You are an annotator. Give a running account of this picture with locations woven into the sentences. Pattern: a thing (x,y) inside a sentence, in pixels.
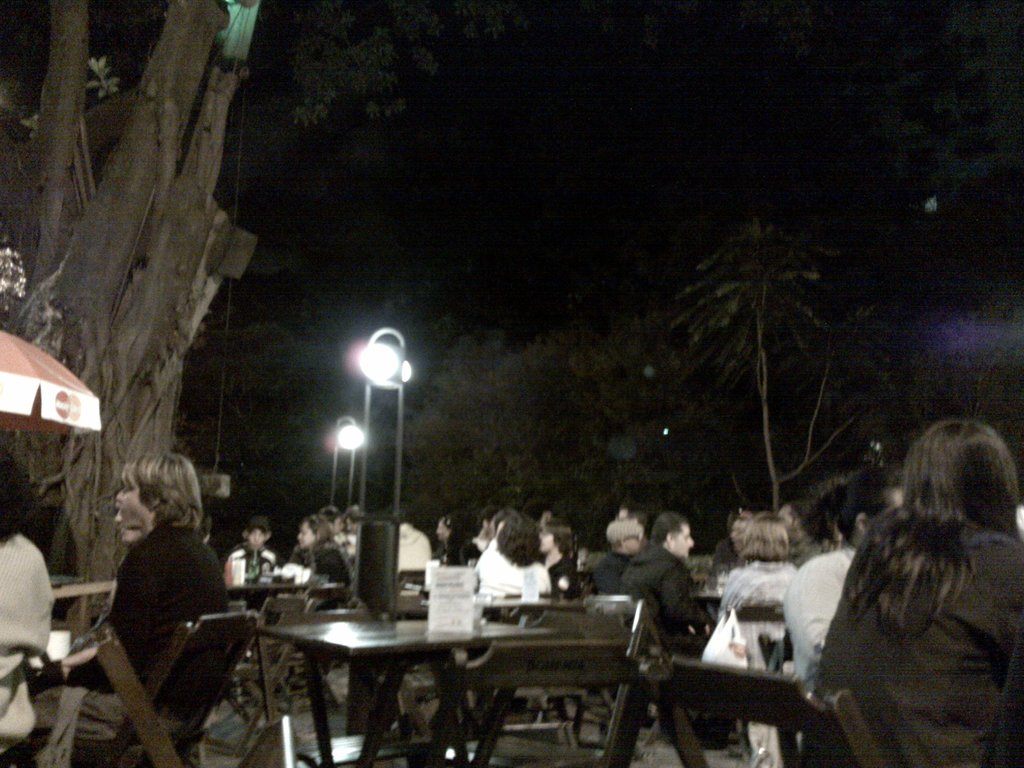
In this picture we can see a group of people (893,544) sitting on chair (512,659) and in front of them there is table (512,602) and on table (297,626) we can see some box type material (463,626) and in background (377,564) we can see tree (85,231), pole (398,465), light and it is dark.
